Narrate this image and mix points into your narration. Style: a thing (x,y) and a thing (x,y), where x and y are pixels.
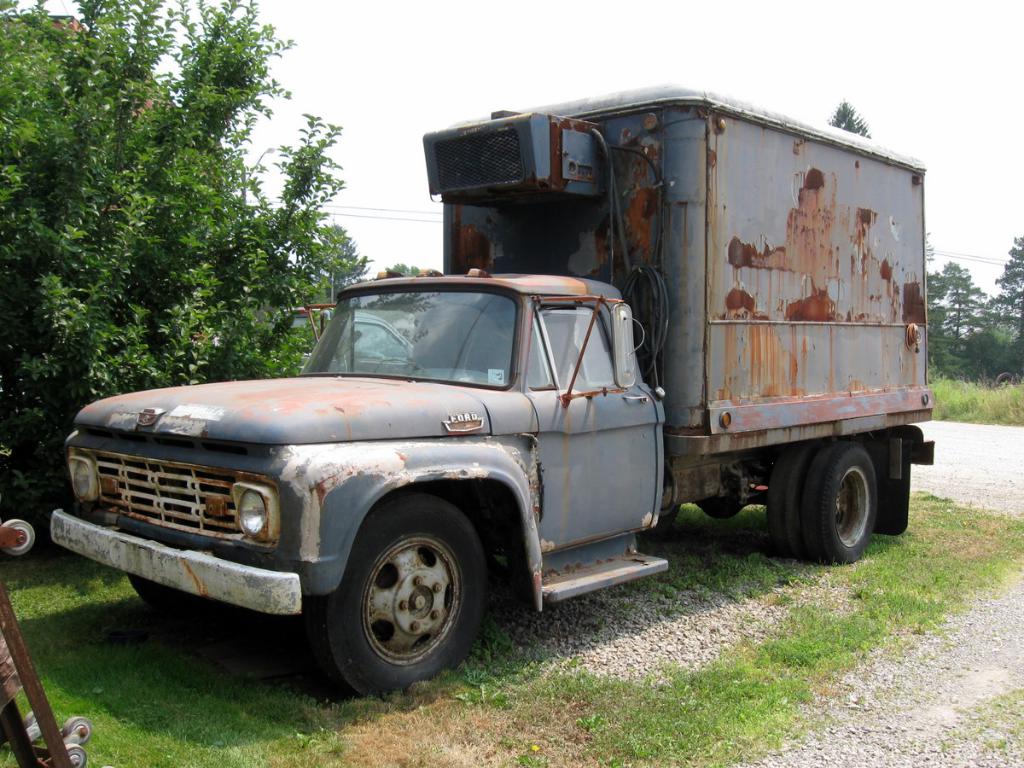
In this image I can see a vehicle (561,478) which is blue and brown in color is on the ground (575,643) and I can see some grass (98,710) on the ground (630,647). In the background (204,311) I can see few trees (952,353) and the sky (427,91). To the left bottom of the image (18,660) I can see the brown colored object (42,695).
